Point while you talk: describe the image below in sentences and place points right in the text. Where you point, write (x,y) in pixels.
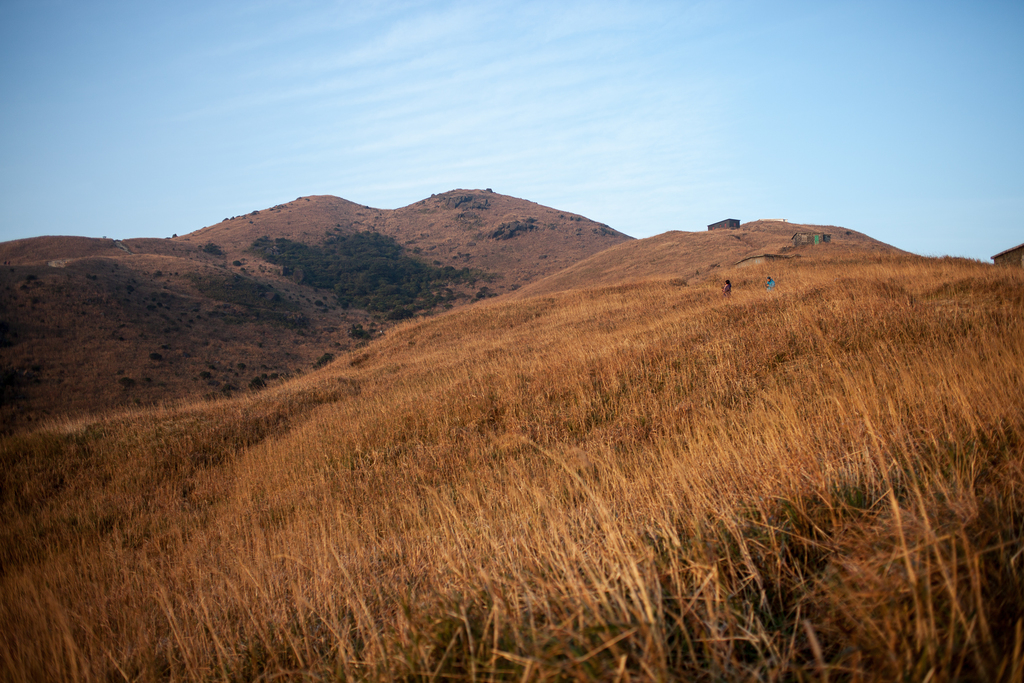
In this picture there are mountains (656,254) and there are houses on the mountains (689,261) and there might two people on the mountain (672,326). At the top (456,136) there is sky (456,136) and there are clouds (379,125). At the bottom (166,539) there are plants (308,251) and there is grass (326,610).
